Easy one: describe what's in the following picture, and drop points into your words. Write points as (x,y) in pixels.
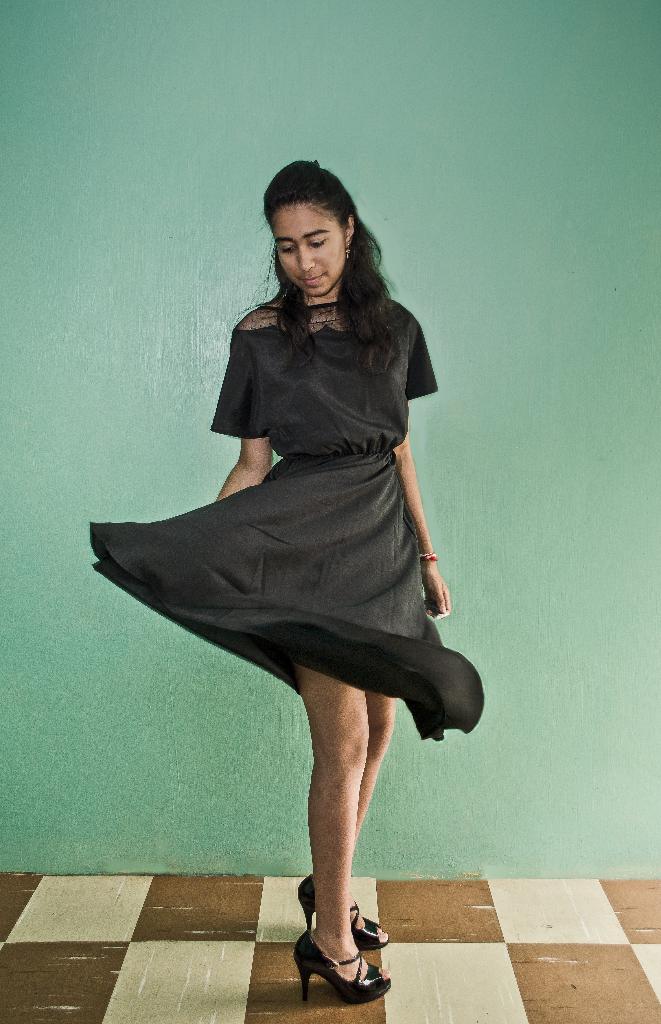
In this image we can see a girl (373,750) is standing. She is wearing black color dress (343,565) and black color sandal (331,969). Behind her green color wall (513,580) is there.
